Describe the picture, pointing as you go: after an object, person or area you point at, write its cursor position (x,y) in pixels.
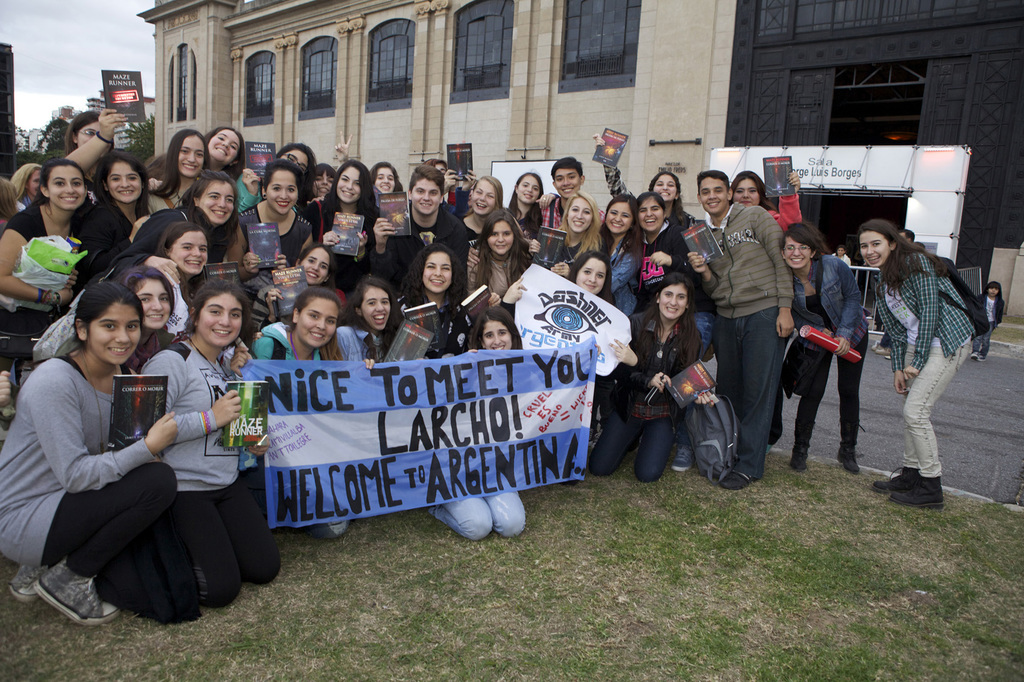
In this image, we can see a group of people (23,541) on the grass (779,555) and smiling. Few people (59,420) are holding some objects (538,372). In the background (676,60), we can see buildings (656,58), walls (674,42), hoarding (816,155), board (822,169), glass objects (492,40), trees (47,157) and the sky (56,53). On the right side of the image (981,359), we can see a few objects (977,328) and kid (985,345) walking on the road (985,402).
